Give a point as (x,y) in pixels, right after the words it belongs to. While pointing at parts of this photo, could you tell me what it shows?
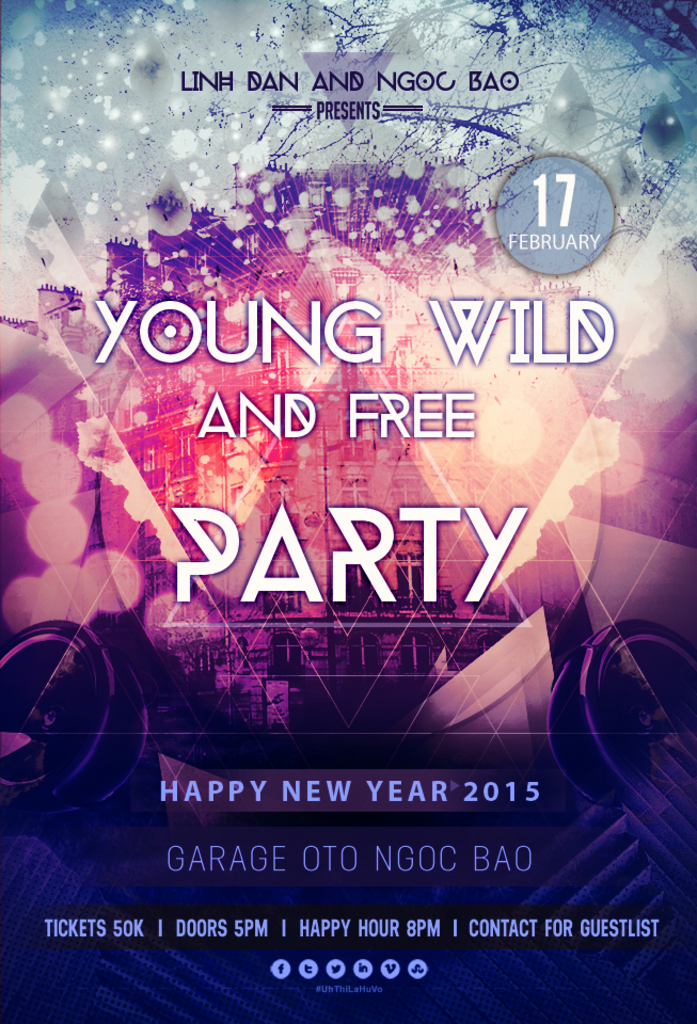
In this image we can see advertisement (244,771). In this image we can see text (248,426). In the background (290,443) there is building (225,475).
